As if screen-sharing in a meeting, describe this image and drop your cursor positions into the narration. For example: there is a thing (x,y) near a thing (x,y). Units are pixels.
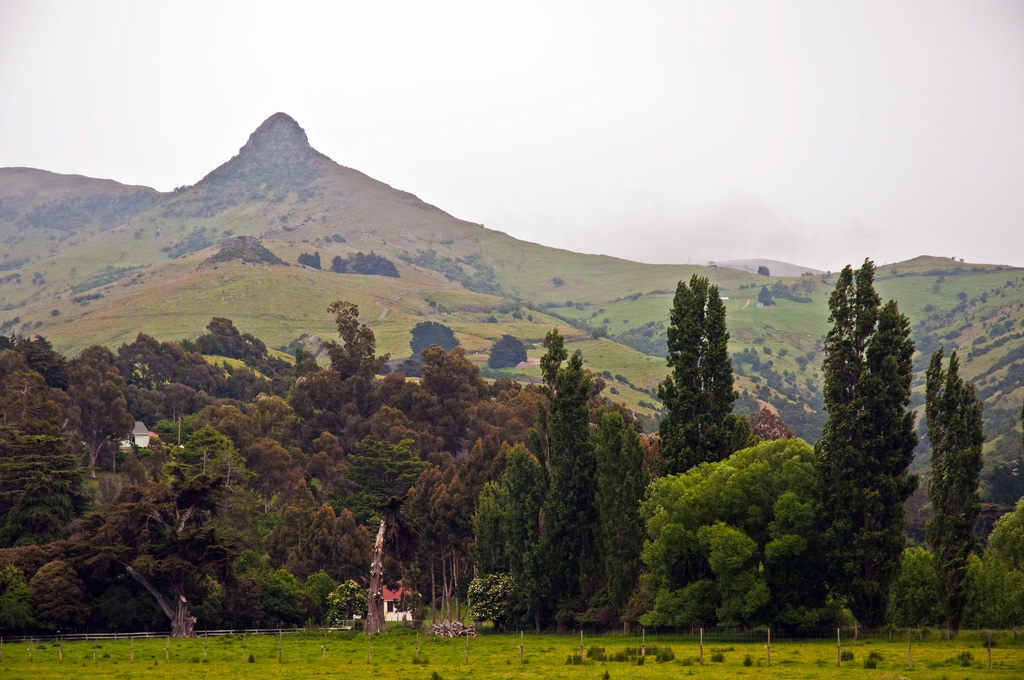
In this picture we can observe some grass (343,665) on the ground (219,653). There are some trees (216,467). In the background (348,201) we can observe hills (210,290) and a sky (521,196).
